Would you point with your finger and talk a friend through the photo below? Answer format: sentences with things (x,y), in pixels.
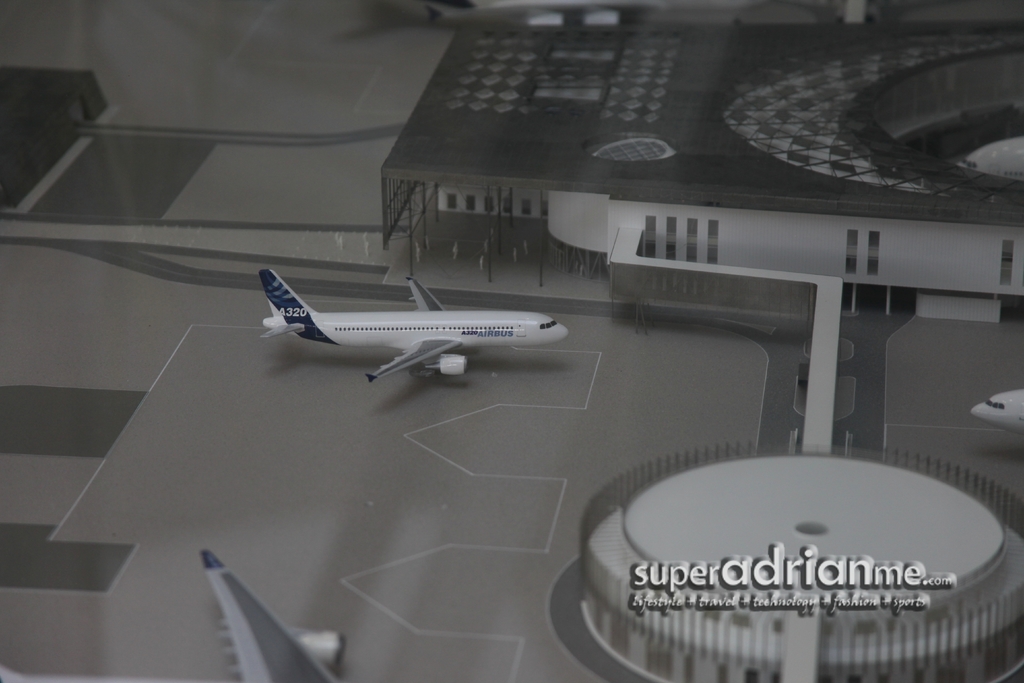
In this image I can see four airplanes (273,307) on the floor (706,425), fence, logo (829,561), text (801,588), buildings (804,446) and so on. This image looks like an edited photo.
